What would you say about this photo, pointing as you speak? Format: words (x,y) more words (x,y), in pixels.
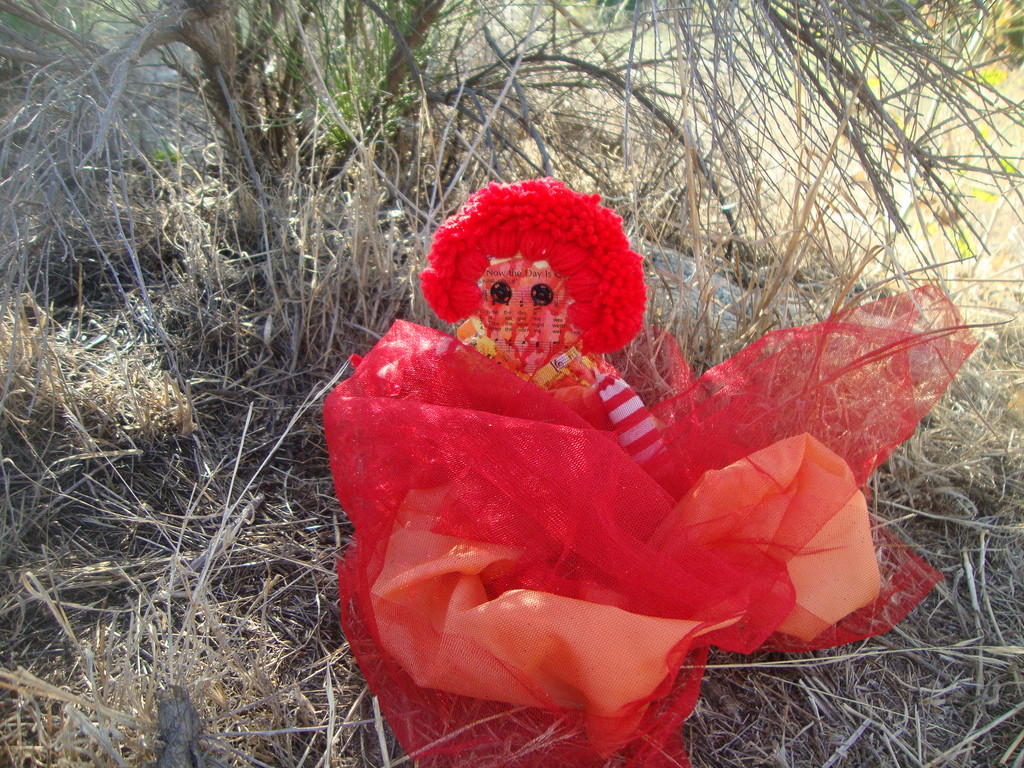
In this image we can see the red color toy (500,475) and also the dried grass (893,683).
